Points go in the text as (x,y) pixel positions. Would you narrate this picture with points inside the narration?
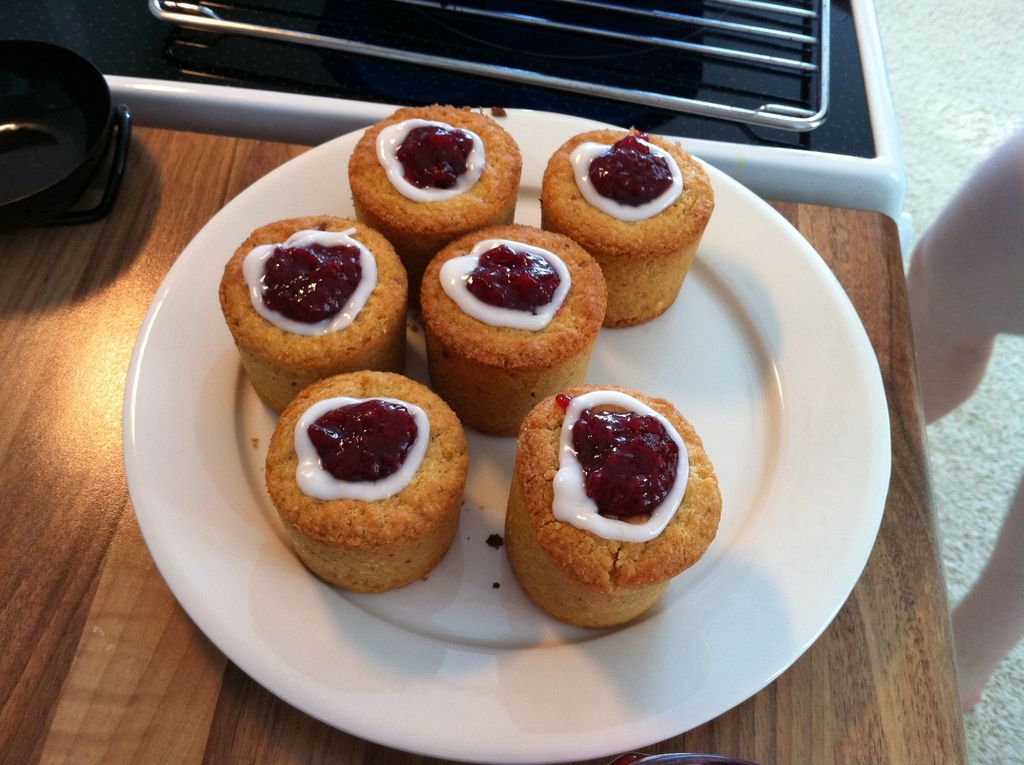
In the image there are cupcakes (622,475) with jam (605,449) above it on a plate (768,429), beside it there is a pan (55,217), both are on wooden table (91,643). on right side (975,270) it seems to be a person (975,379) standing and the back it seems to be stove (188,56).
